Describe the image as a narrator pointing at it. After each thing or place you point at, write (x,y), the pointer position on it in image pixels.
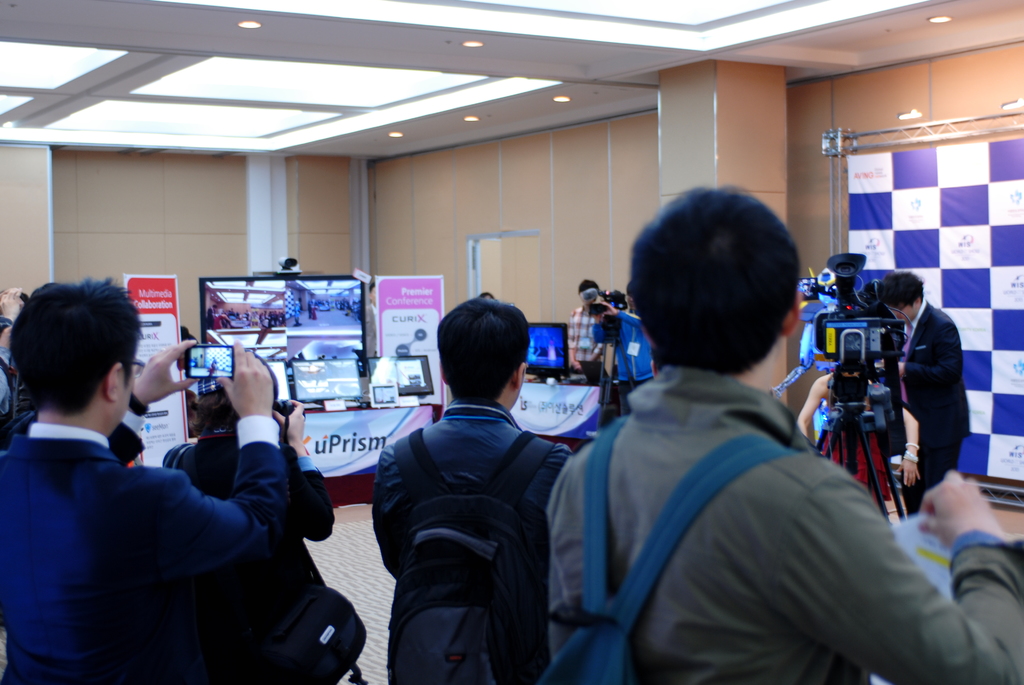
In the image it looks like some event is going on in a room (153,202), there are desktops (341,329), banners (390,321), cameras (863,364) and other gadgets (381,387). In the foreground (134,495) there are few people (136,591) standing and two of them are capturing photos and videos and on the right side (931,176) in the background (959,191) there is a banner (1002,176) behind few people (945,343).
